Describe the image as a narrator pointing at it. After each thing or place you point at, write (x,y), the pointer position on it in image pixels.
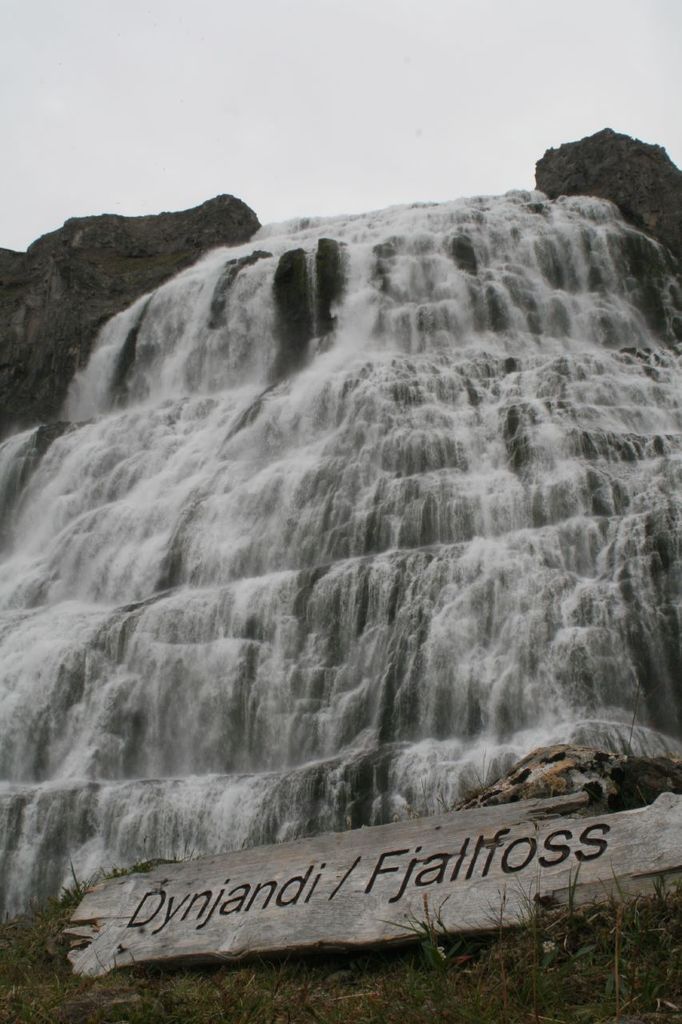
This is a color image of a waterfall (449,594) and above its sky (359,20), in the front (237,858) there is a board (274,864) with text (135,912) on it.
